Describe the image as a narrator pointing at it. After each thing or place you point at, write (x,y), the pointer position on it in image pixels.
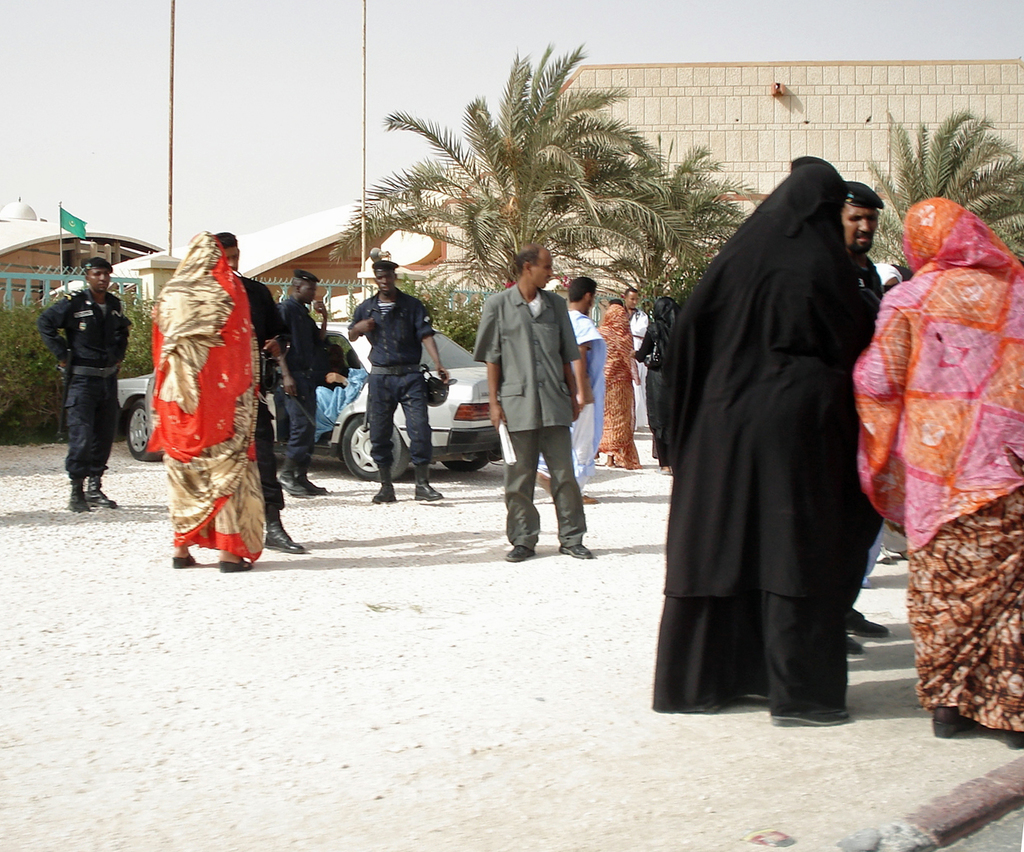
This picture is clicked outside. In the center (535,462) we can see the group of people (734,349) standing on the ground (344,568) and we can see the group of people (104,331) wearing uniforms (403,345) and seems to be standing on the ground (427,509) and we can see a car (349,432) parked on the ground (554,531) and we can see a person (344,398) sitting in the car (359,416). In the background (237,136) we can see the sky (244,125), poles (171,66), buildings (22,219), flag (80,222), tree (487,237), plants (33,310) and some other objects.
